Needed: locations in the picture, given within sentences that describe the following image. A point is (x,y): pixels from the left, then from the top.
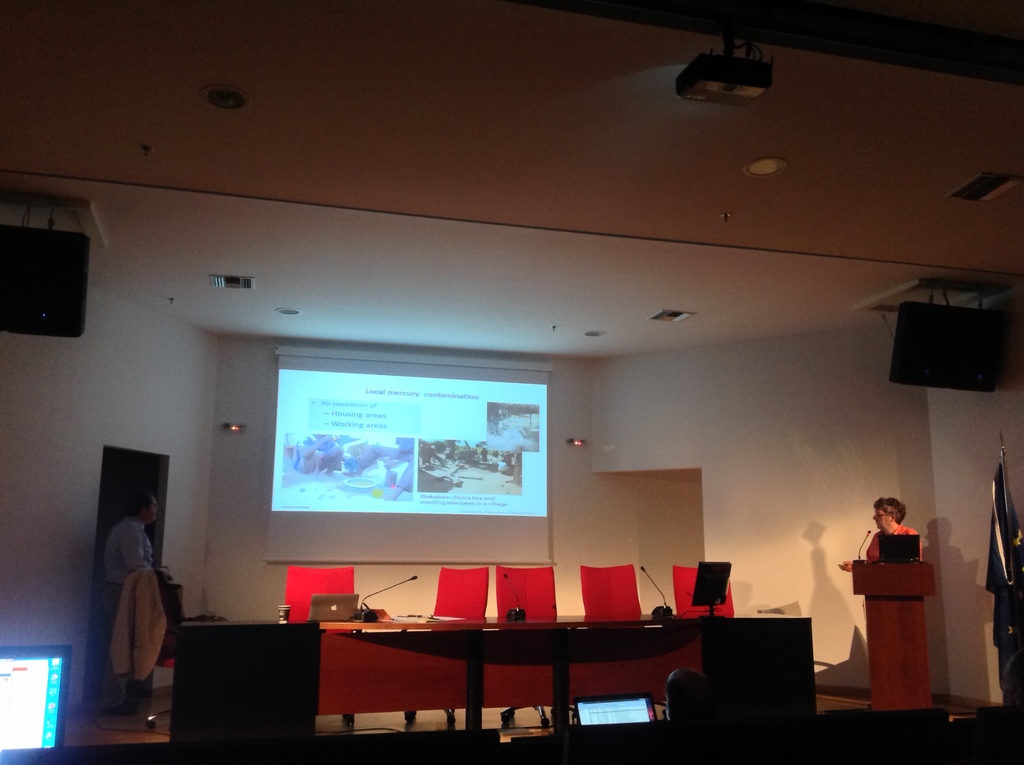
This is the picture of a hall (781,473) where we have some chairs (458,591) and a table (639,646) on the stage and a projector screen (470,432) to the wall (209,445) and there are some speakers (962,347) and two people (133,520) on the stage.
